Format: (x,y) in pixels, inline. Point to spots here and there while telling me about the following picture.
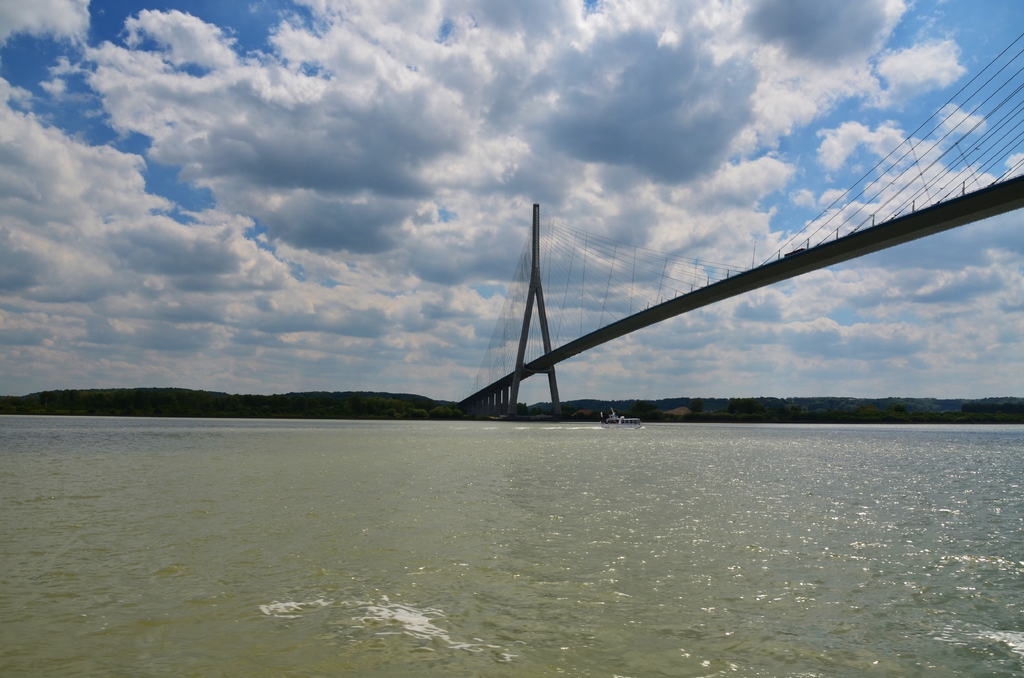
In this picture we can see water (599,575) at the bottom (593,597), there is a boat (619,424) in the water (619,456), on the right side (783,269) we can see a bridge (747,287), in the background (965,417) there are some trees (946,418), we can see the sky (293,210) and clouds (333,165) at the top of the picture (381,164).
